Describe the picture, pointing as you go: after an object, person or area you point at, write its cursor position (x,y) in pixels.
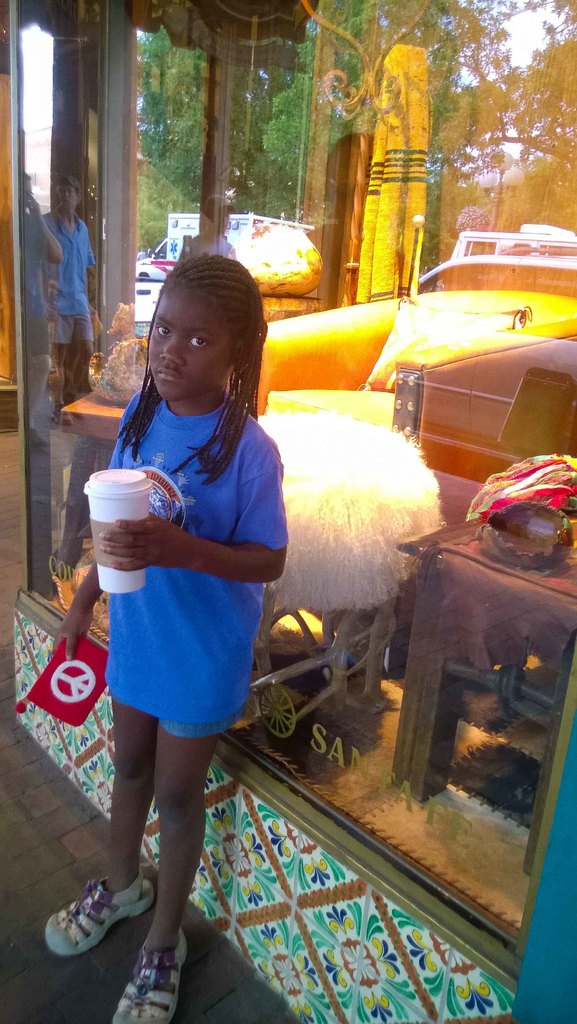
In the image there is a girl (201,429) standing in the foreground (77,624) and she is holding a cup (114,493) in her hand (125,522), behind her there is a window (325,192) and inside the window (248,217) there is some furniture (338,368) and in the background (165,40) there are trees (152,36).
